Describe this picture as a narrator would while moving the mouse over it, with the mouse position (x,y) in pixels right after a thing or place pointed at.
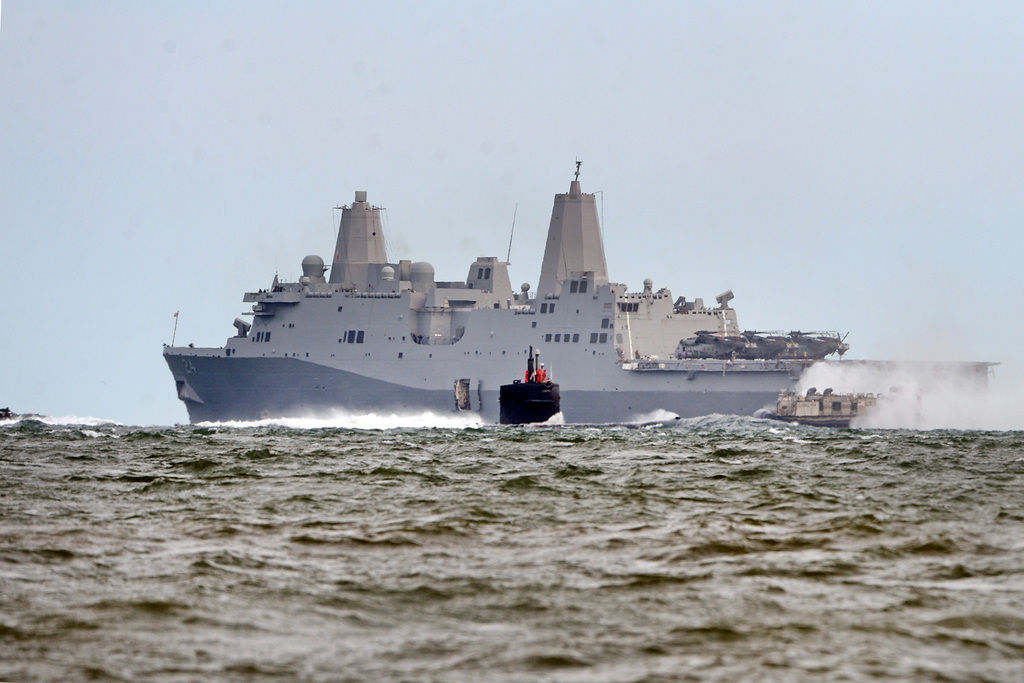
In the picture, there is a big ship (392,334) sailing on the sea (405,438) and beside the big ship (398,378) there is a small boat (791,410).
